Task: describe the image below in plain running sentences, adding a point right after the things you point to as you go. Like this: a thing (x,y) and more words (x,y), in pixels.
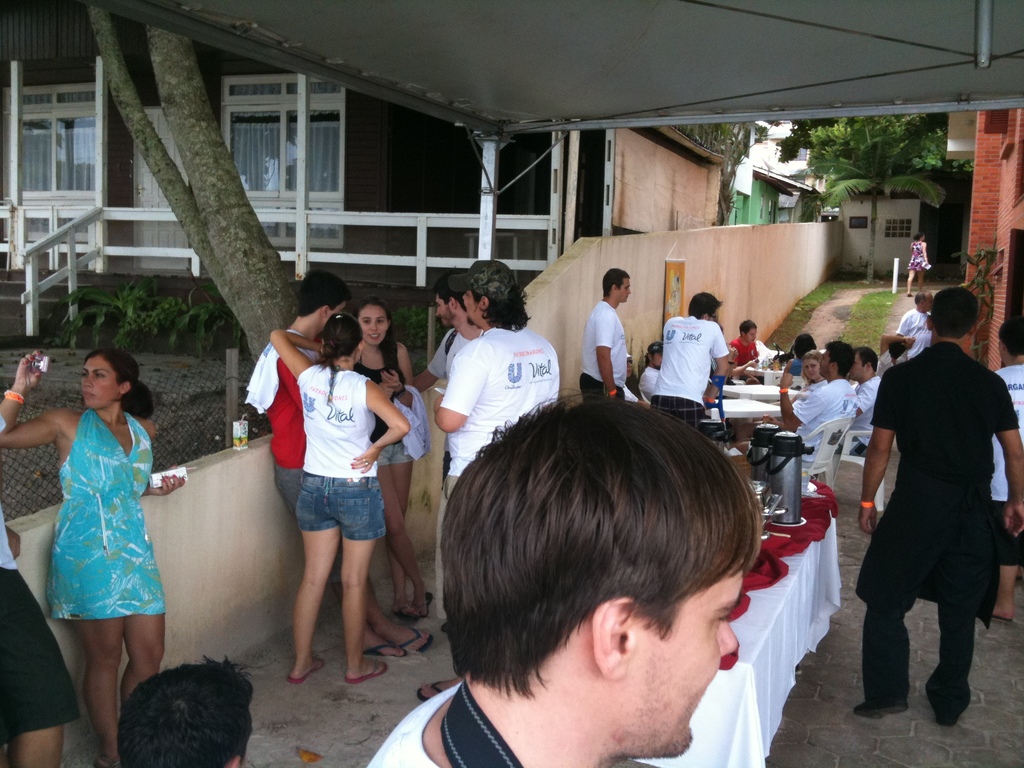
Few people (797,405) are sitting on chairs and few people (988,464) standing. We can see kettles (764,480) and objects (778,496) on the table (781,629) and we can see fence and tree trunk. Background (249,142) we can see wall (636,193), glass windows (282,156), plants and trees (875,169).
